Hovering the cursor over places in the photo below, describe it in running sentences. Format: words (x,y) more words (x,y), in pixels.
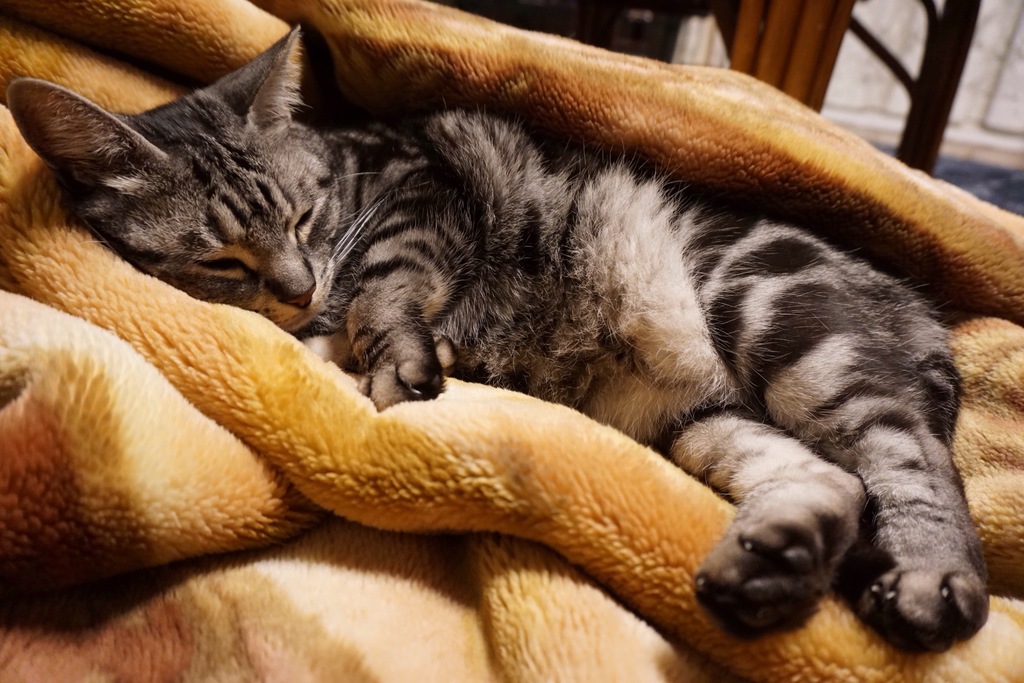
In this image we can see a cat (616,164) is lying on the blanket (266,488). This part the image is blurred, where we can see few objects (779,85).
